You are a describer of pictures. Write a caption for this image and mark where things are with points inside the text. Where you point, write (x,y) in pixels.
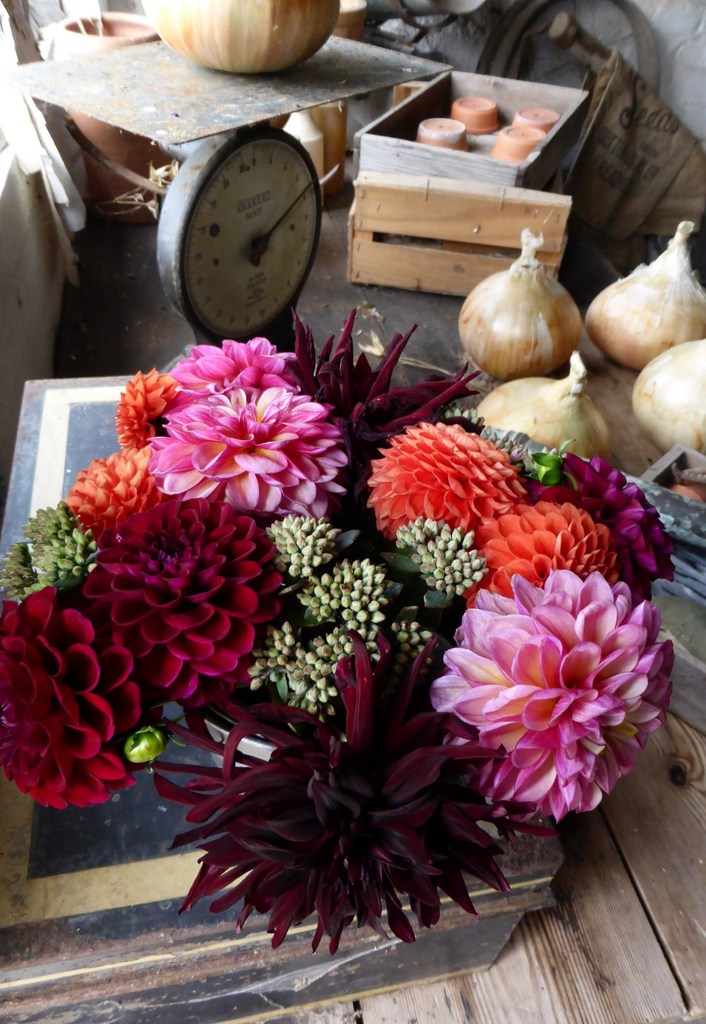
In this picture there are colorful flowers (469,763) in the center of the image (372,482) and there are onions (637,314) on the right side of the image (545,410), there are wooden boxes (535,218) at the top side of the image (426,100).
